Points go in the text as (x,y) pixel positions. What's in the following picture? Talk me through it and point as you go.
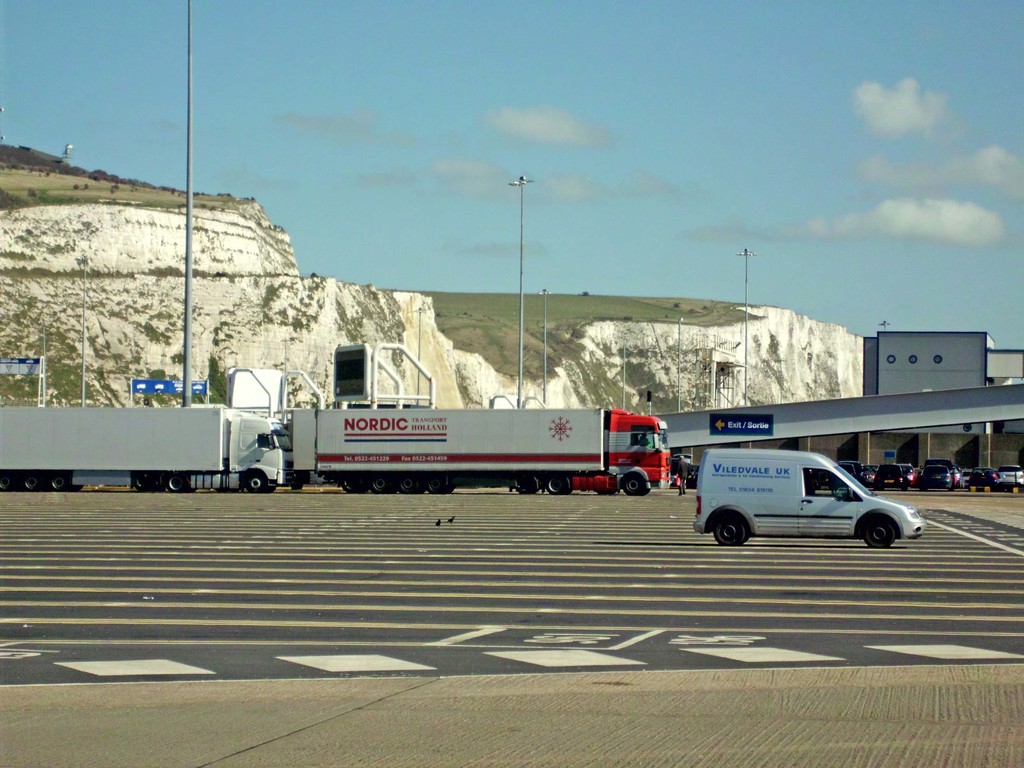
In the image I can see some trucks (478,477), cars (749,518) and other vehicles (696,528) on the road (659,544) and behind there are some rocks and some poles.
